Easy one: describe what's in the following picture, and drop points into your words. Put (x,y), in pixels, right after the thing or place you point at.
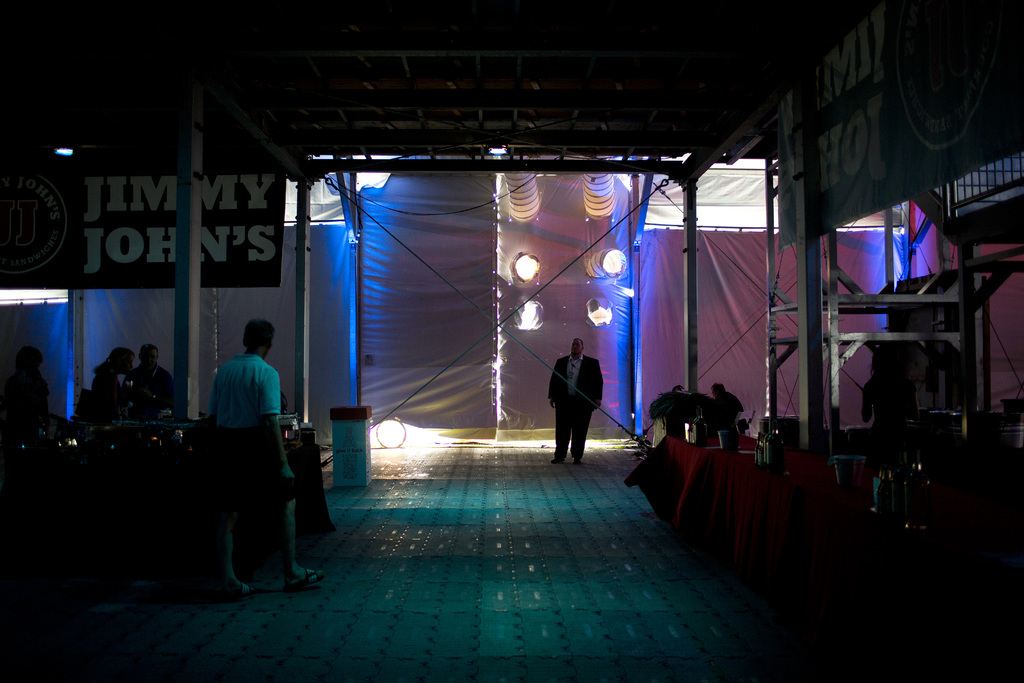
In this image there are group of persons (237,458) standing. In the background (533,283) there is a tent (435,305) which is white in colour and on the left side (148,233) there is a board (156,235) with some text (156,235) on it and there are poles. On the right side (703,495) there is a cloth (716,510) which is red in colour and there are objects (841,476) on the cloth (795,487). In the center (570,391) there is a man (571,398) standing and on the left side (235,446) there is a man (244,443) walking. On the right side (910,130) there is a banner (894,138) with some text (864,126) written on it.
